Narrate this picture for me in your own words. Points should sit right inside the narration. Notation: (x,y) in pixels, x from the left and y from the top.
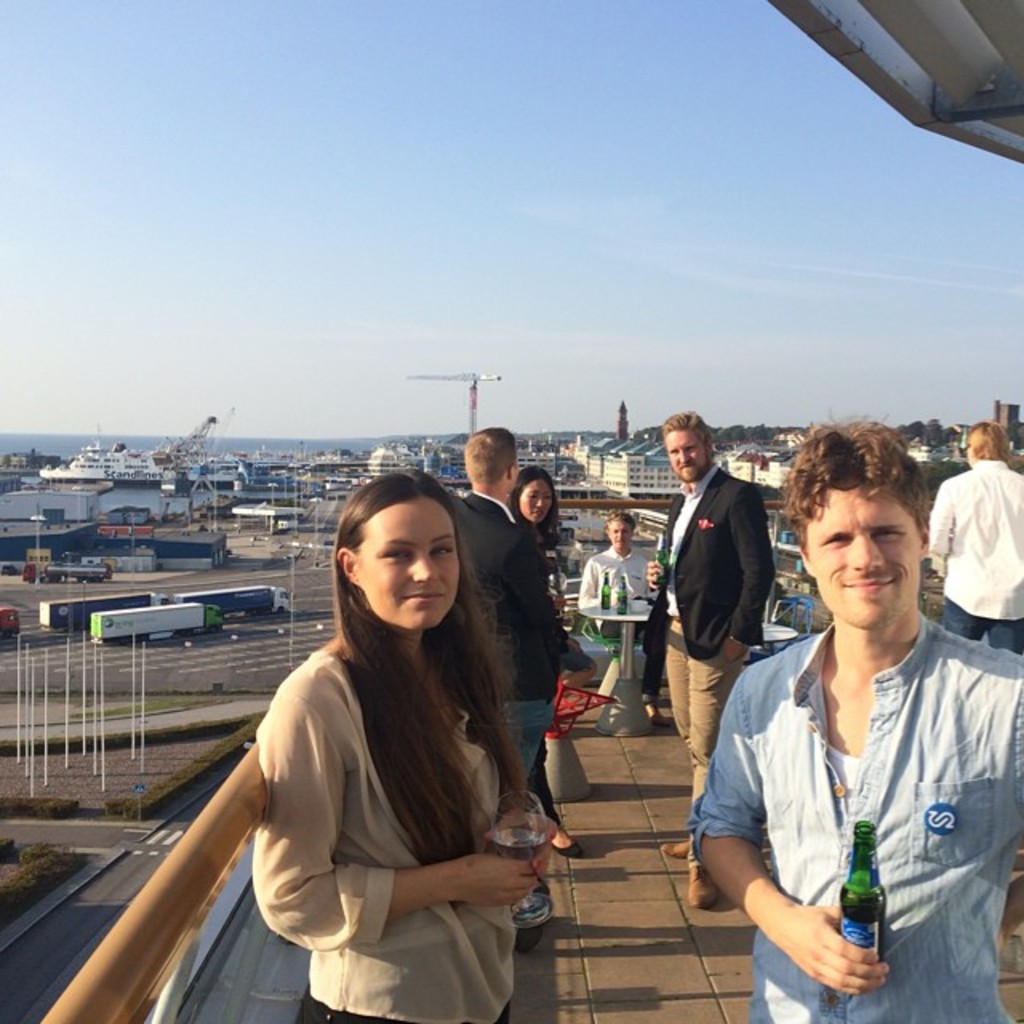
In this image, on the right (915,715) there is a man (924,754), he wears a shirt (811,744), he is holding a bottle (858,933). On the left (339,693) there is a woman (411,840), she is holding a glass (522,902). In the background (620,579) there are people (721,556), table (648,611), bottles (619,608), buildings (140,548), vehicles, road (227,649), poles (144,680), sky (775,421) and clouds (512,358).
